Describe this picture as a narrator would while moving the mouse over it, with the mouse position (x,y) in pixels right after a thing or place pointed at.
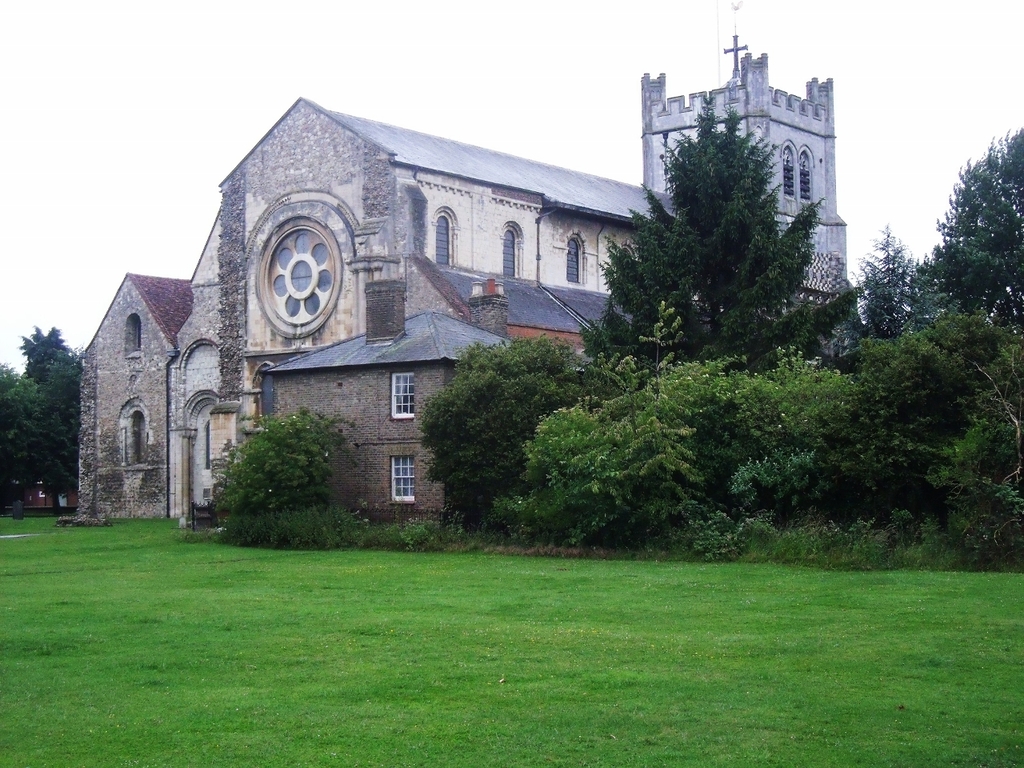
In this picture I can see a building (305,374) and few trees (619,273) and I can see grass (361,627) on the ground (361,627) and I can see cloudy sky (585,96).
